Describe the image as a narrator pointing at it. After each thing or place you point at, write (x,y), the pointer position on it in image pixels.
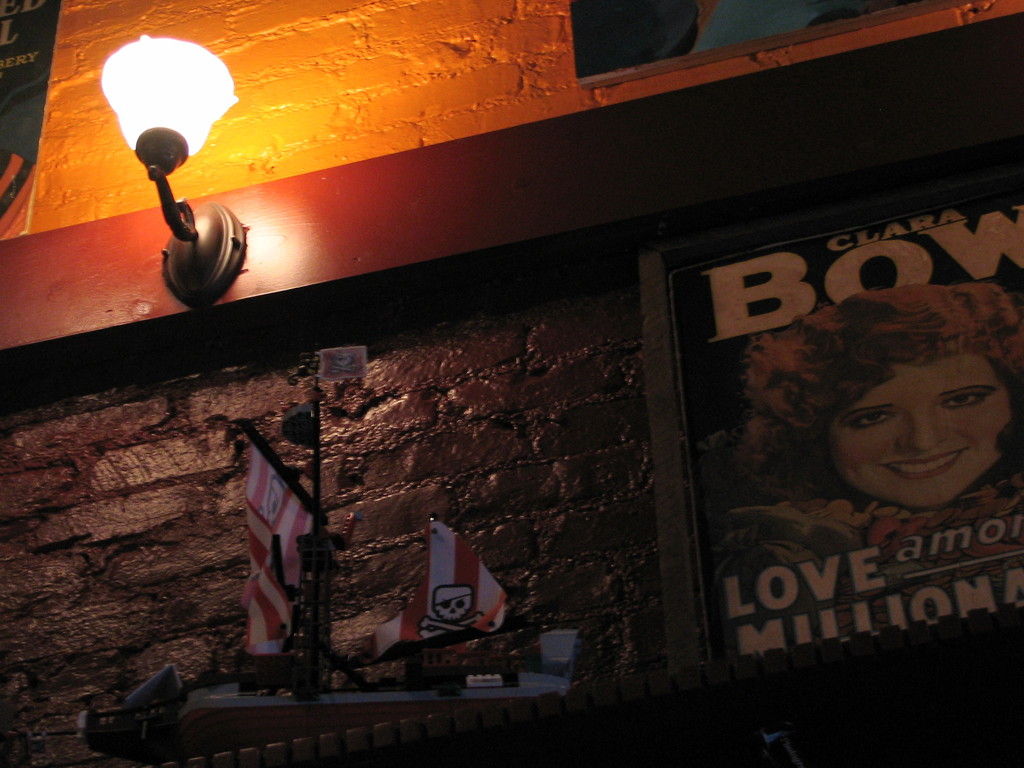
In this picture we can see posters (3,211) on the wall (586,343), here we can see a light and some objects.
